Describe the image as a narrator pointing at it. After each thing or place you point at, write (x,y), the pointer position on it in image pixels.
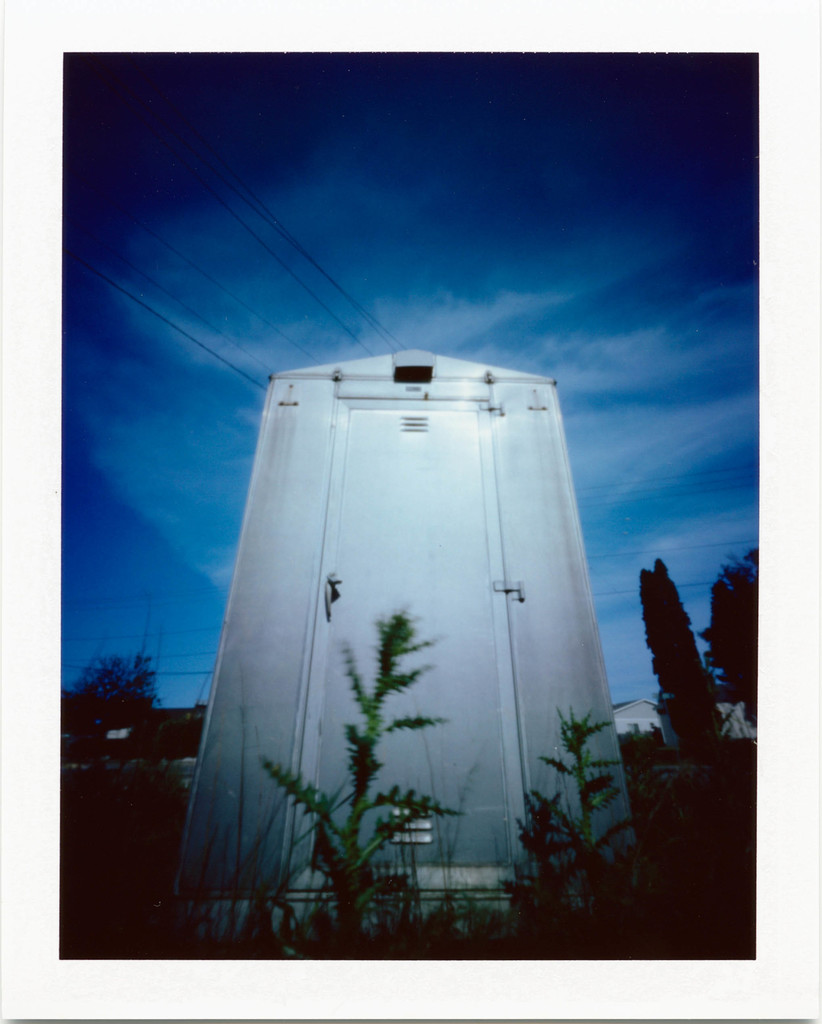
In the image there is a building (307,530) in the back (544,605) with trees (372,767) in front of it and above its sky (324,287) with clouds (610,435).
